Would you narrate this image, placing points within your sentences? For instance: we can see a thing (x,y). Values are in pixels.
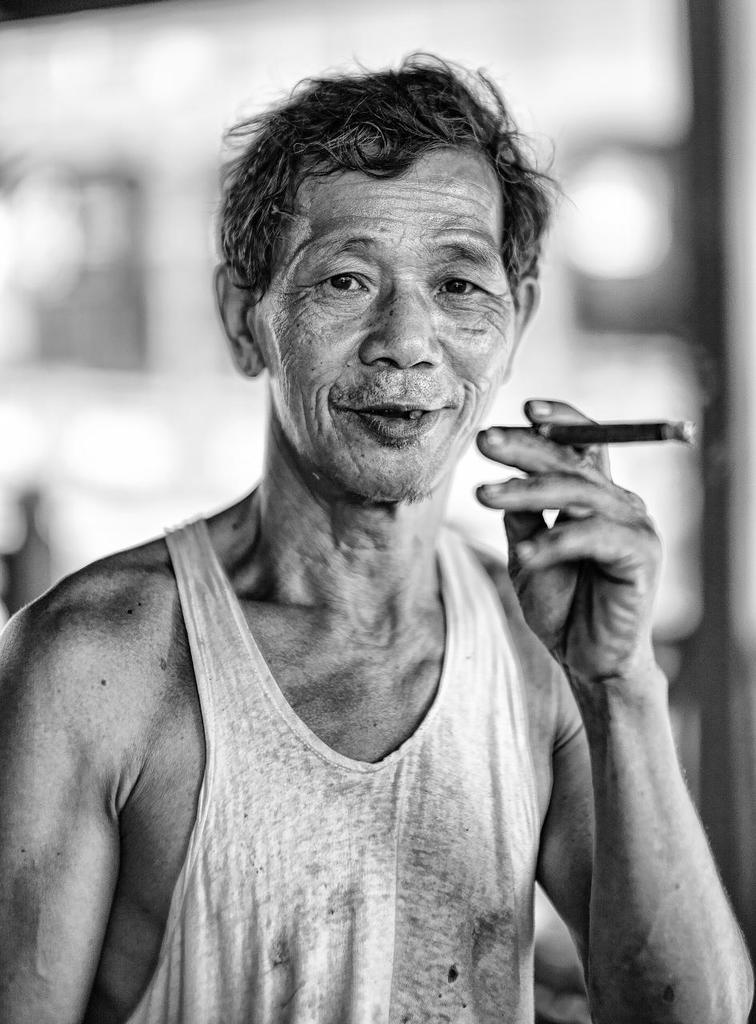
This is a black and white image where we can see a person (382,799) holding a cigar (605,435) in the middle of this image (334,679).
